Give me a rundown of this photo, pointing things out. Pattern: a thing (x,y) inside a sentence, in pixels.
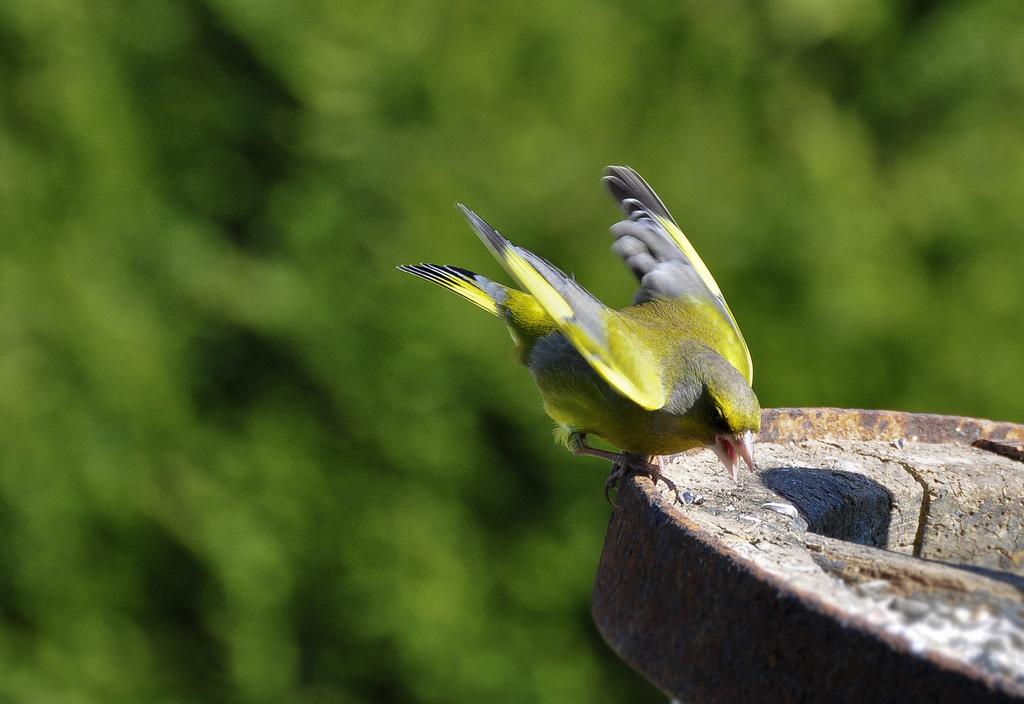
In this image there is a bird (667,230) on an object (997,634). Background (68,401) is blurry.
